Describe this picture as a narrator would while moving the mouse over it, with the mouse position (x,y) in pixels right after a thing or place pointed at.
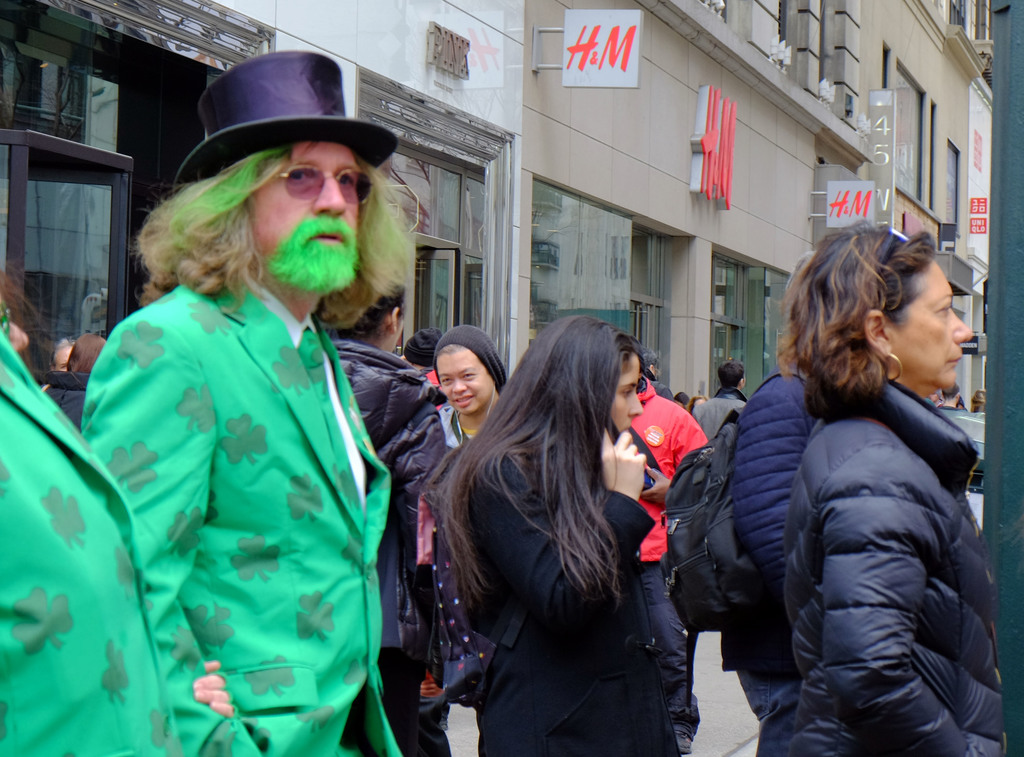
On the left side (147,660), there are two persons (276,151) in green color jacket (187,495). On the right side (980,656), there are persons (445,512) in different color dresses (863,542) on the road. In the background (974,229), there are hoardings (591,22) attached to the walls (801,229) of the buildings (969,62) which are having windows (611,254) and there are other persons (450,379).
